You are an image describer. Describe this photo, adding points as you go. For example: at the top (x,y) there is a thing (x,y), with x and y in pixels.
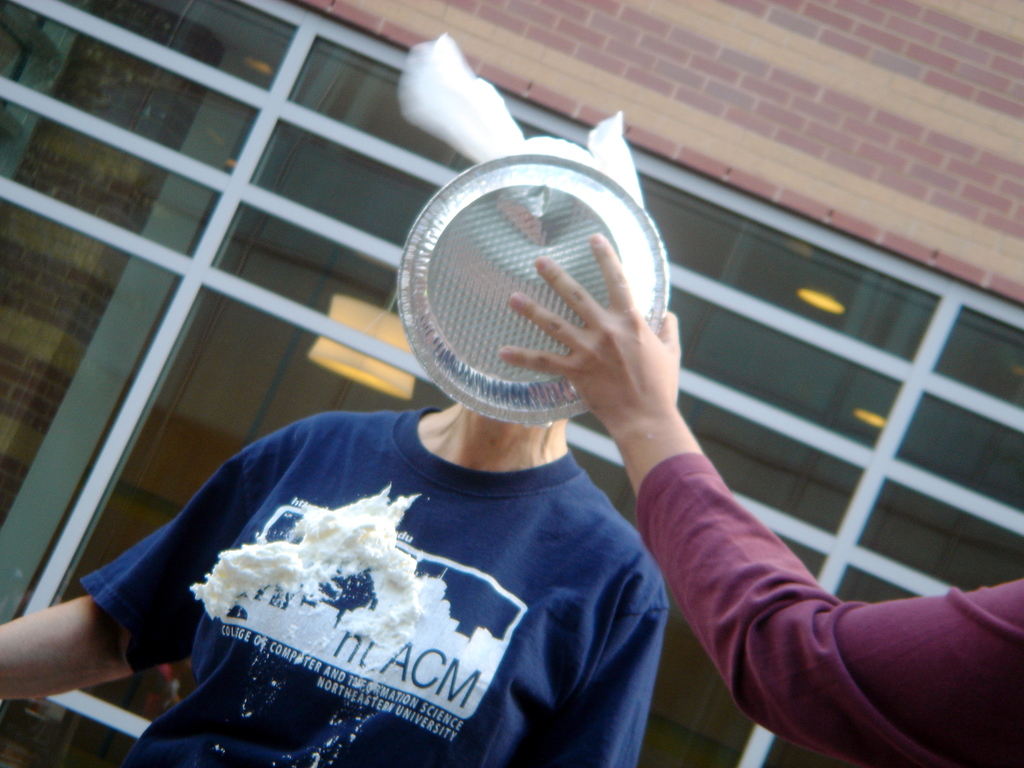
In this image we can see a person (516,613). Also we can see a person hand (659,495) with a plate (571,249). In the background (584,35) there is wall (744,32).
